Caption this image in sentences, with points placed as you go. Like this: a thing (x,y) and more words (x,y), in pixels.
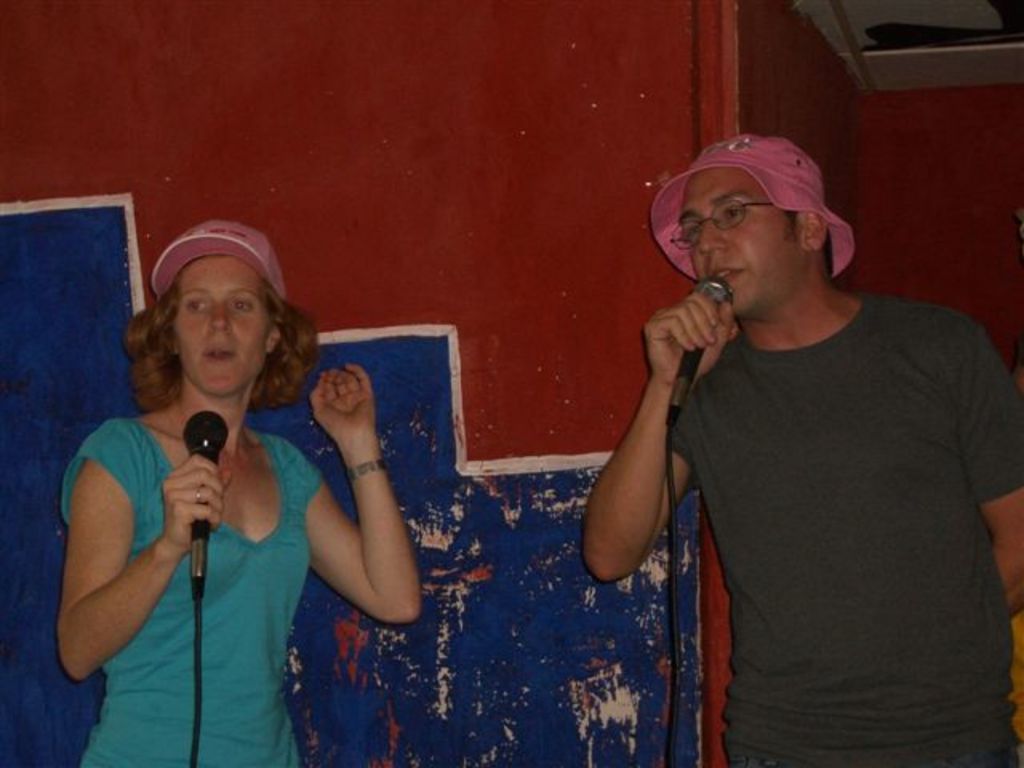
As we can see in the image there is a wall (441,284) and two people (224,473) standing over here. These two are wearing hats (738,156) and holding mics (203,537).
